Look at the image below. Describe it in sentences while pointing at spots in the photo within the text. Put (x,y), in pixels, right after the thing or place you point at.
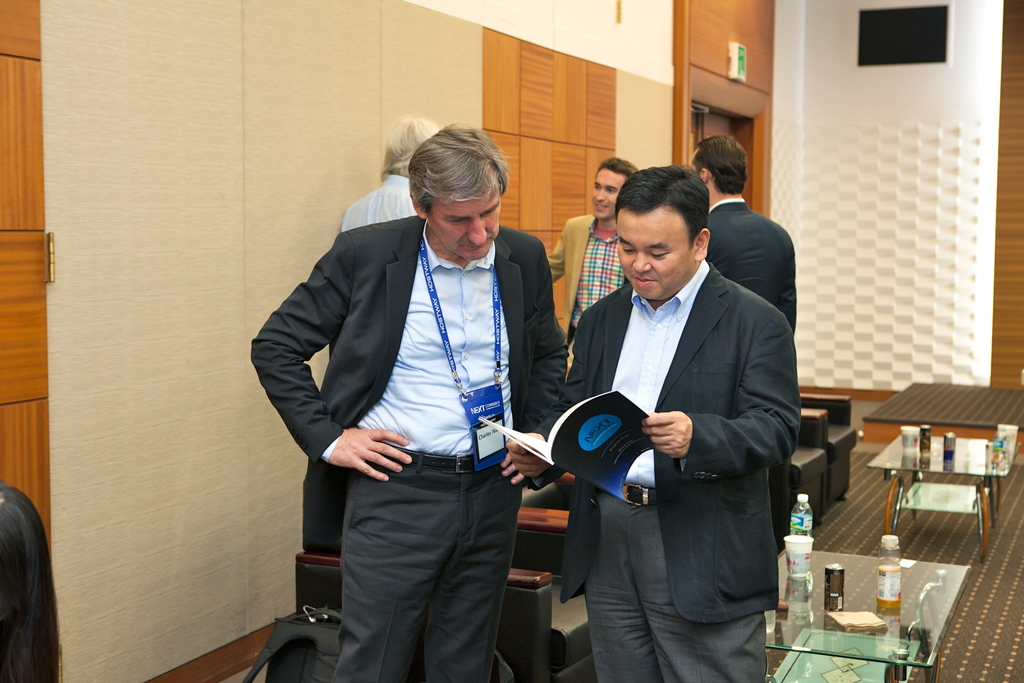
In this image I can see five men (562,410) are standing. This is an inside view. On the right side of the image (898,448) I can see few tables (908,594) on which few bottles (796,530) and glasses (808,543) are placed. In the middle of the image (573,386) two persons (587,373) who are standing here looking into the book (597,462).
